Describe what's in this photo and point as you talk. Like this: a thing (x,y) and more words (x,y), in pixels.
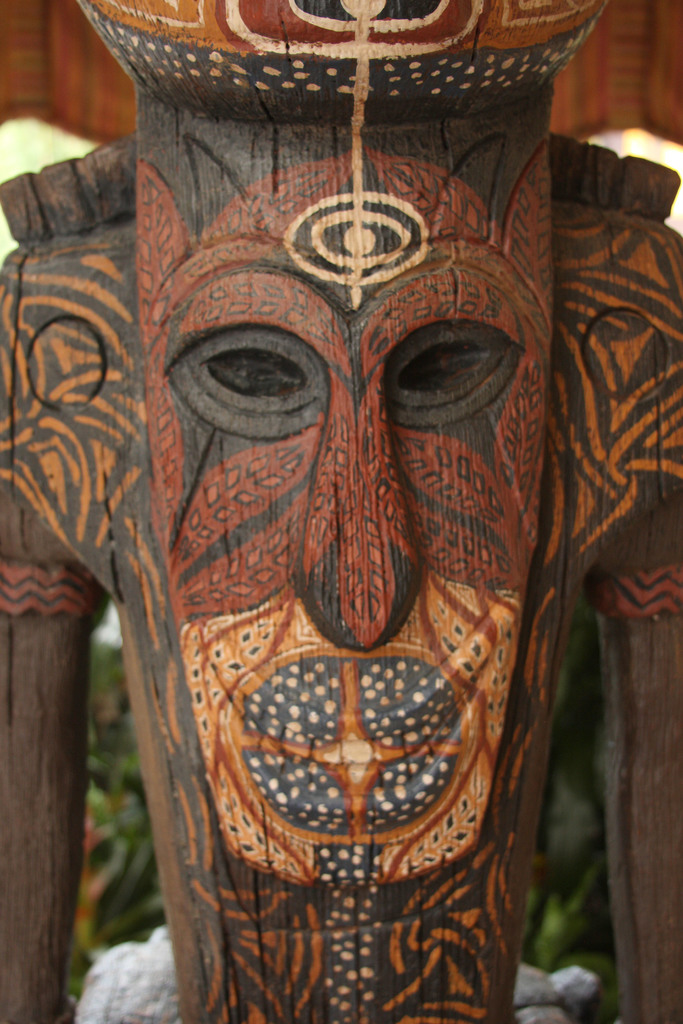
Here we can see wooden craft mask (357,538). Background (121,808) it is blur.
